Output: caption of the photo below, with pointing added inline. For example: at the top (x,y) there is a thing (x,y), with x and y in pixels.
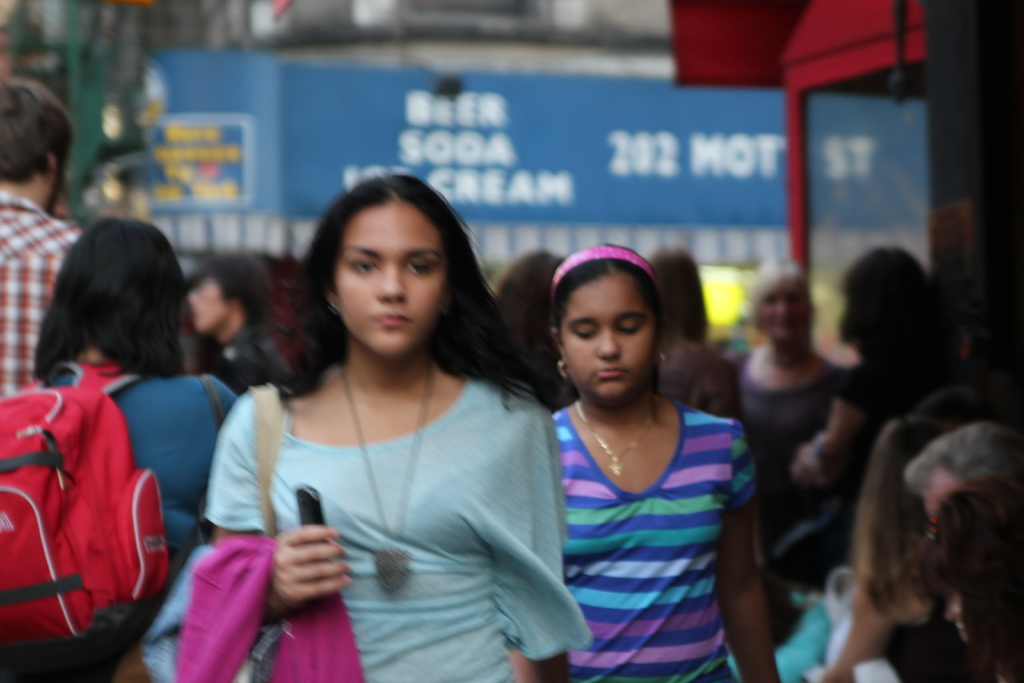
This is a picture taken on the streets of a city (764,420). In the foreground of the picture (370,242) there are people (365,259) walking down the road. In the center (407,382) there is a woman (336,379) holding a bag (264,436). In the background (150,69) there are hoardings (552,103) and buildings (626,71). The picture is blurred.
